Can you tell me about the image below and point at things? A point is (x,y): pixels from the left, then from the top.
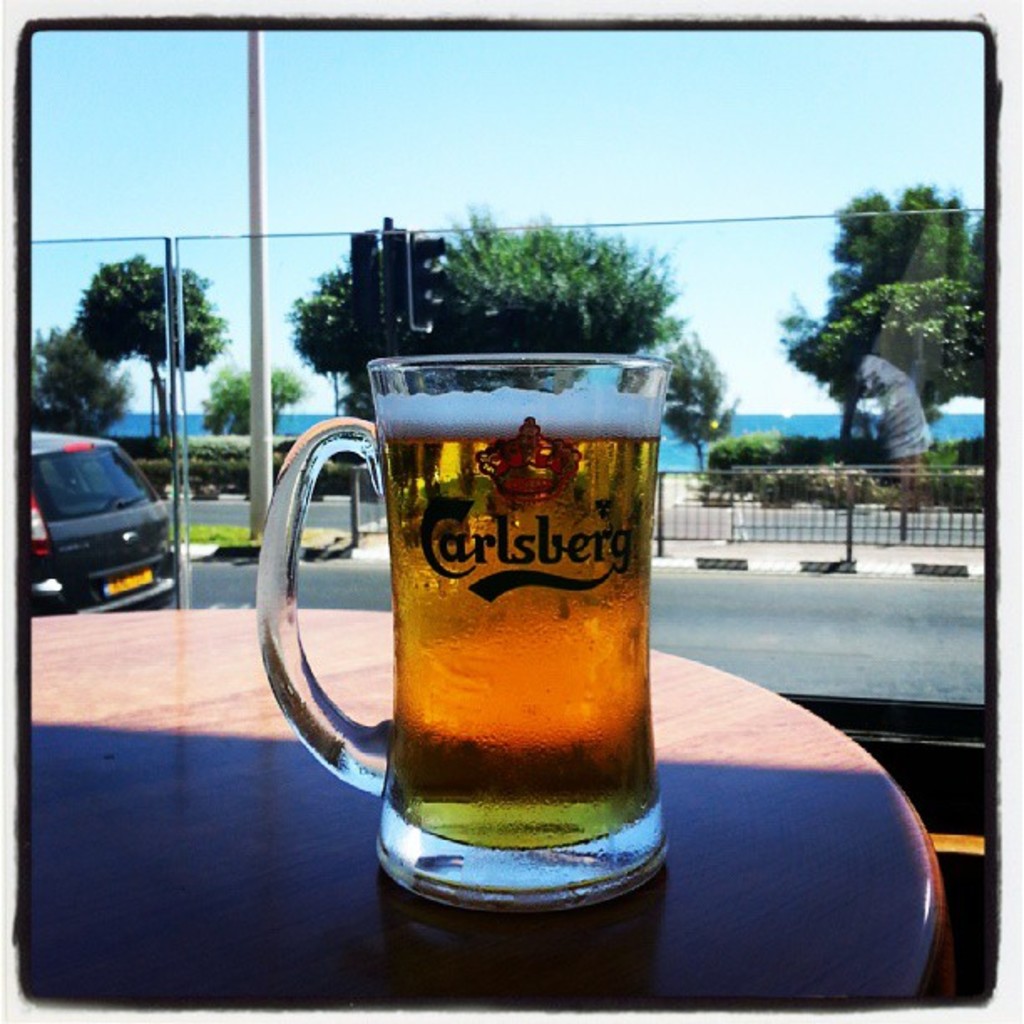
There is a glass (512,659) filled with a drink (519,629) which is placed on the table (485,983) and in background (477,271) there are trees (553,282), traffic signal (402,265) and a car (107,514).
